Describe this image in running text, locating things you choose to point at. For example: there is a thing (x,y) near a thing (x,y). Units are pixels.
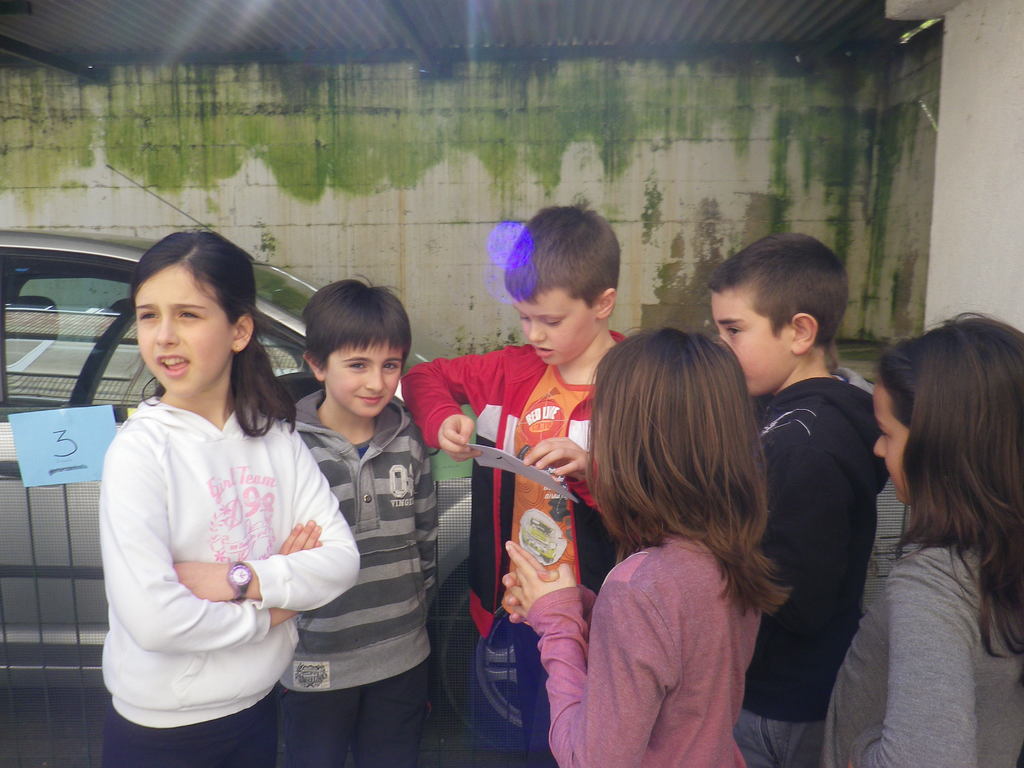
In this picture we can see a group of children (680,726) standing on the ground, car (37,309) and in the background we can see wall (611,188).
